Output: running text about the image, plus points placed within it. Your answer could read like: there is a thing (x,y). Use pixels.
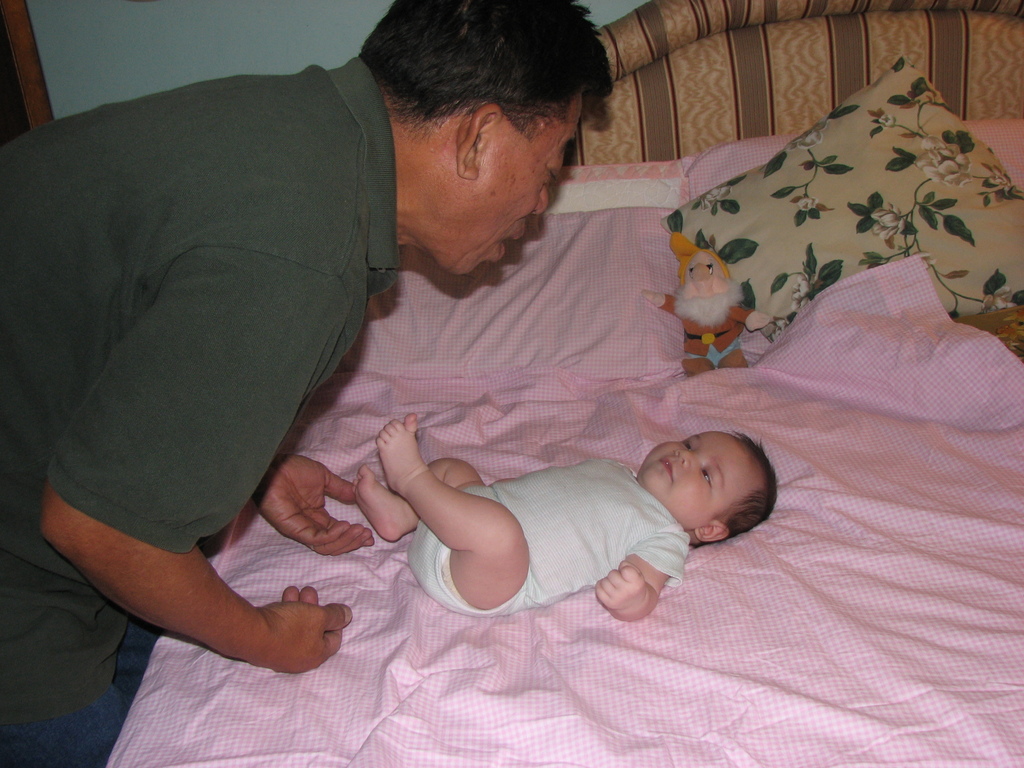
In the center of the image (506,490) there is a baby (546,481) on the bed (815,341). On the left side of the image (258,643) there is a person (186,538) standing at the bed (461,651). On the bed (874,312) we can see pillows (773,279) and toy (741,307). In the background (171,81) there is a wall (96,77).
